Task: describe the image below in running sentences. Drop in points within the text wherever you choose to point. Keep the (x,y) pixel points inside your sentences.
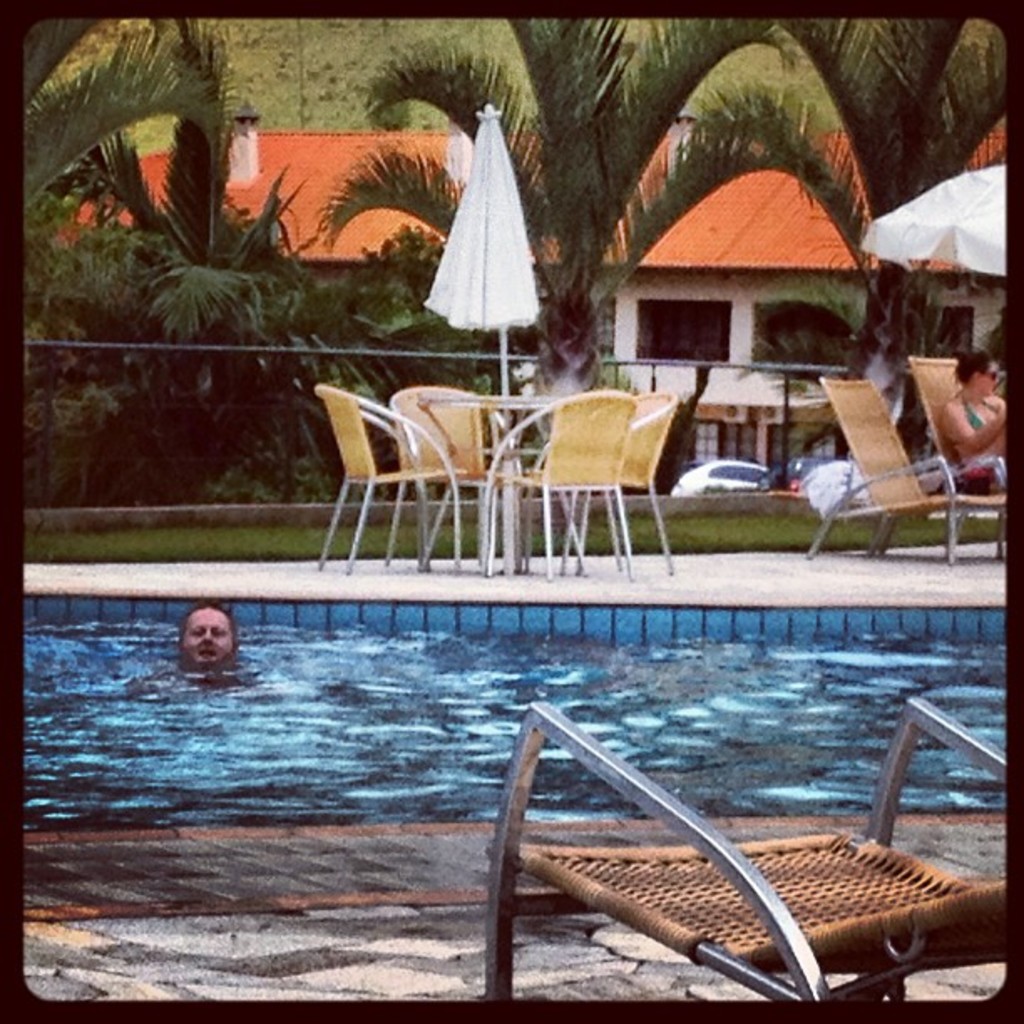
In this image we can see chairs (856,409), tables (515,517), a person (993,383) sitting on the chair (935,368), a person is swimming in the pool (273,648), we can see umbrellas (513,219), trees (542,261) and house (981,165) is the background (883,145).
